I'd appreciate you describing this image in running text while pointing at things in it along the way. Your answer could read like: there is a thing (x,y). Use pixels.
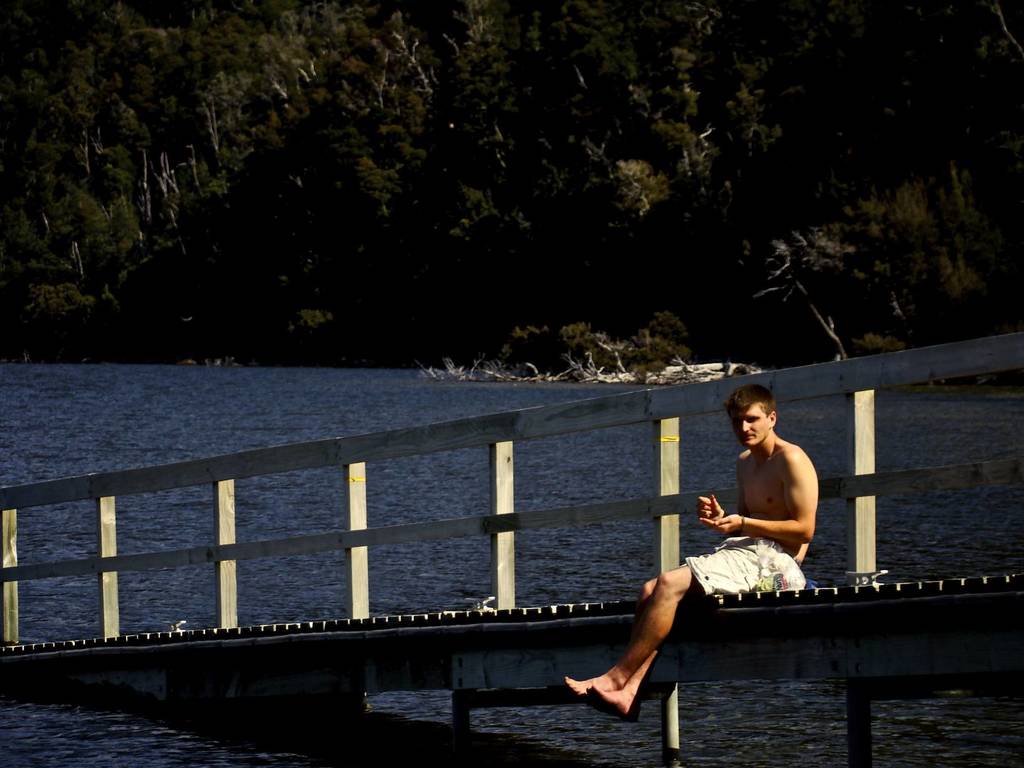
In this image there is a boy (775,519) sitting on the bridge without the shirt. Under the bridge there is water (497,712). In the background (452,150) there are trees (419,133).
